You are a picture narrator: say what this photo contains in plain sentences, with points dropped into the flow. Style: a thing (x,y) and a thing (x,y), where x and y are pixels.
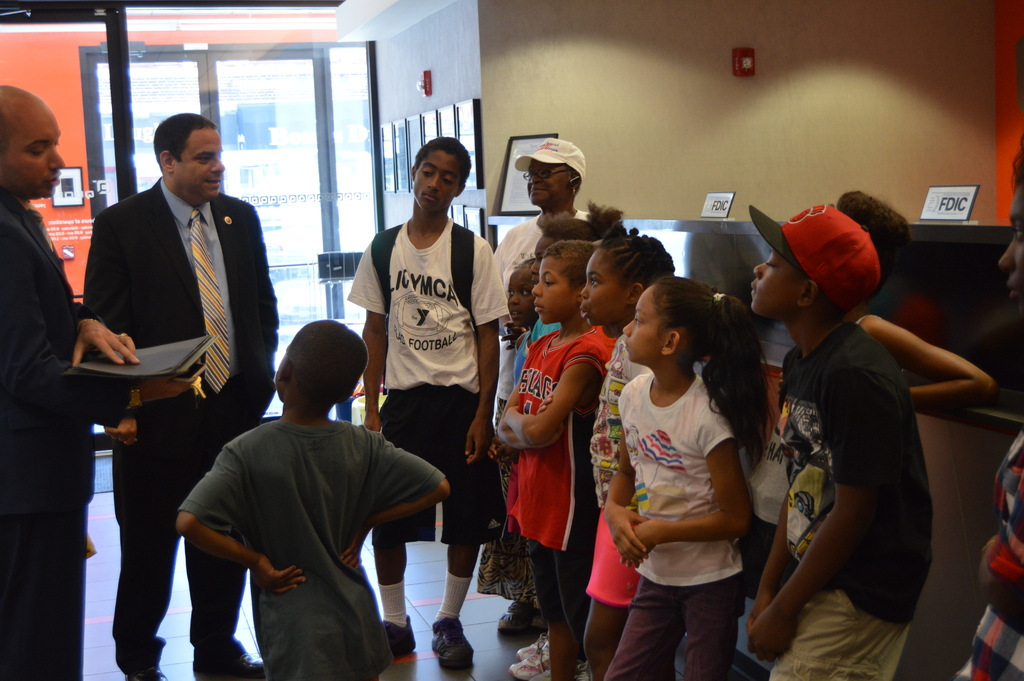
In this image we can see people (686,572) standing. The man (115,393) standing on the left (150,348) is holding a book (153,363). In the background (700,126) there is a wall (818,114) and a door (187,106). We can see frames (474,126) placed on the wall (705,134).
